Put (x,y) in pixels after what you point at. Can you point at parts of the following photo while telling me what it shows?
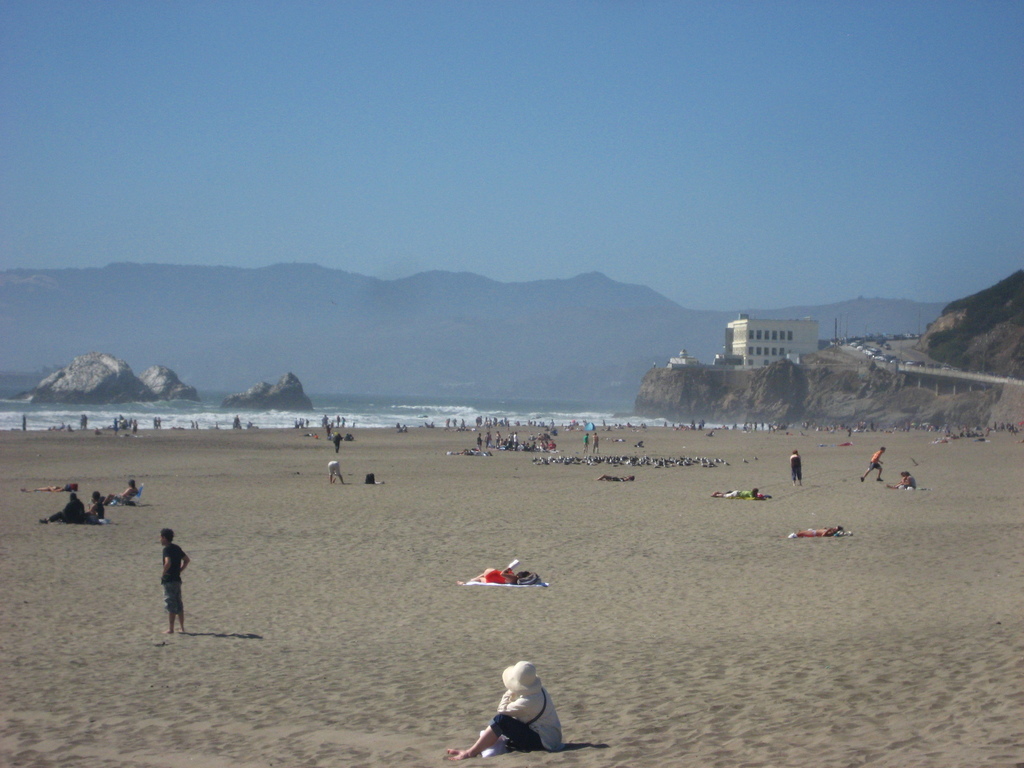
In the foreground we can see a person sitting on the sand (430,739) and here we can see the cap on his head (523,690). In the background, we can see a few people (89,516) on the side of a beach (760,434). In the background (150,417), we can see the ocean (436,395). Here we can see the rocks (69,377). Here we can see the building (731,349) on the right side (798,344). Here we can see the vehicles (917,365) on the road (902,344) and they are on the right side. In the background (872,319), we can see the mountains (122,289). This is a blue sky (681,104).
